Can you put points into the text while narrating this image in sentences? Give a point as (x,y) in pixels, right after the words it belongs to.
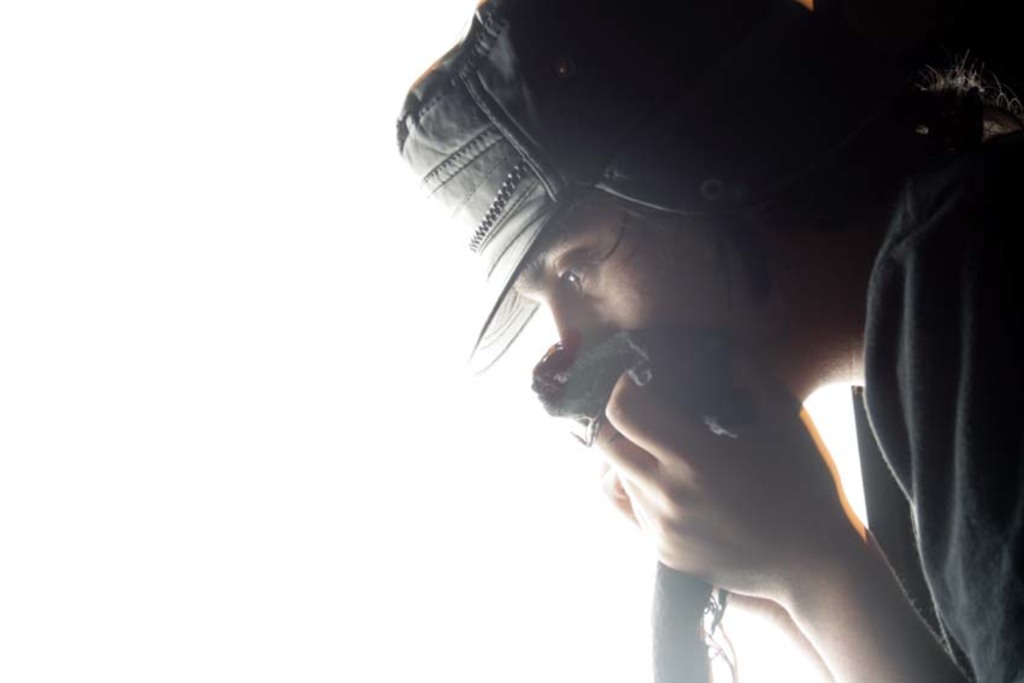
In this image we can see a person (934,512) wearing a cap (648,159) and holding a mask (716,418).
